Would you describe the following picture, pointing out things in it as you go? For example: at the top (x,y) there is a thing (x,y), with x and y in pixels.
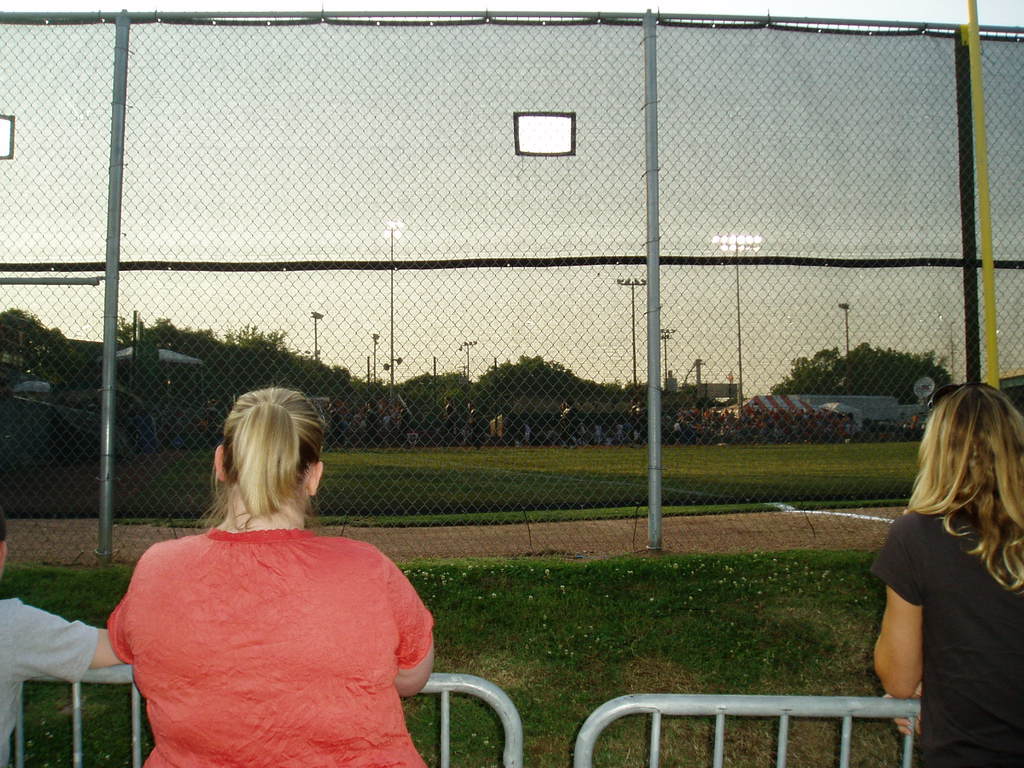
There are barricades (629,707). Near to that three persons (382,617) are standing. In the back (534,320) there are poles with net fencing (479,219). On the ground (498,472) there is grass (662,597). In the background (331,350) there are trees (273,355), poles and sky (473,199).
